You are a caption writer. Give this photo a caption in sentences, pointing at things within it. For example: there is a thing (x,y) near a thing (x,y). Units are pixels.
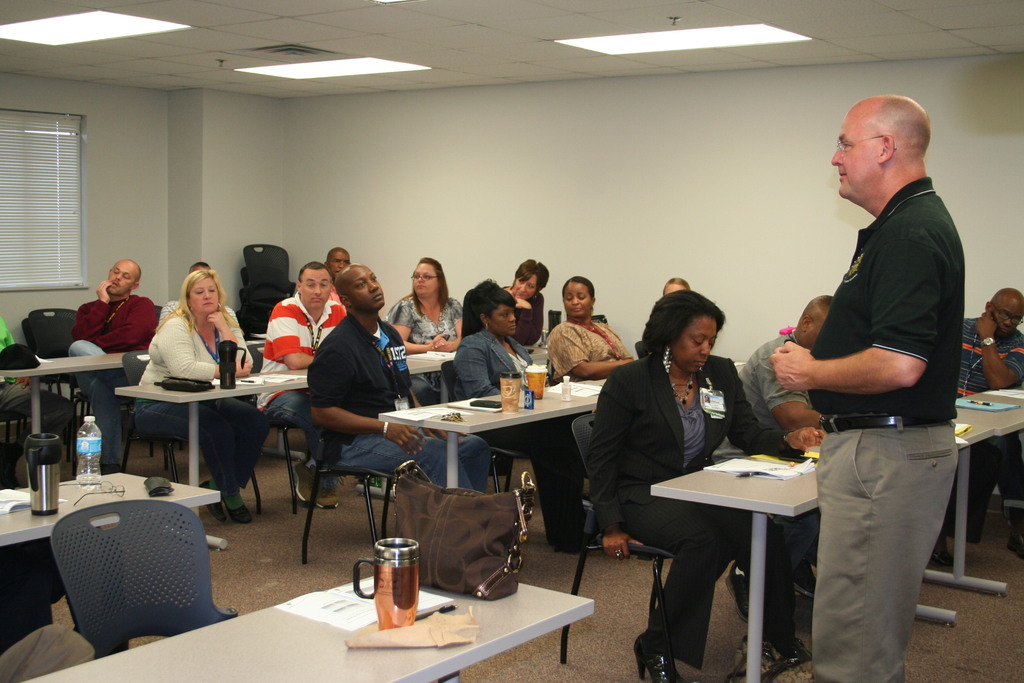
At the top (368,32) there is ceiling (461,35) and lights (600,49). This is a wall (404,183) and empty chairs (258,314). we can see all the persons (754,365) sitting on chairs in front of a table (766,494) and on the table (589,408) we can see glasses (503,395), mugs (417,588), water bottles (93,471), spectacles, handbag (476,529). We can see one man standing here. He wore spectacles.
